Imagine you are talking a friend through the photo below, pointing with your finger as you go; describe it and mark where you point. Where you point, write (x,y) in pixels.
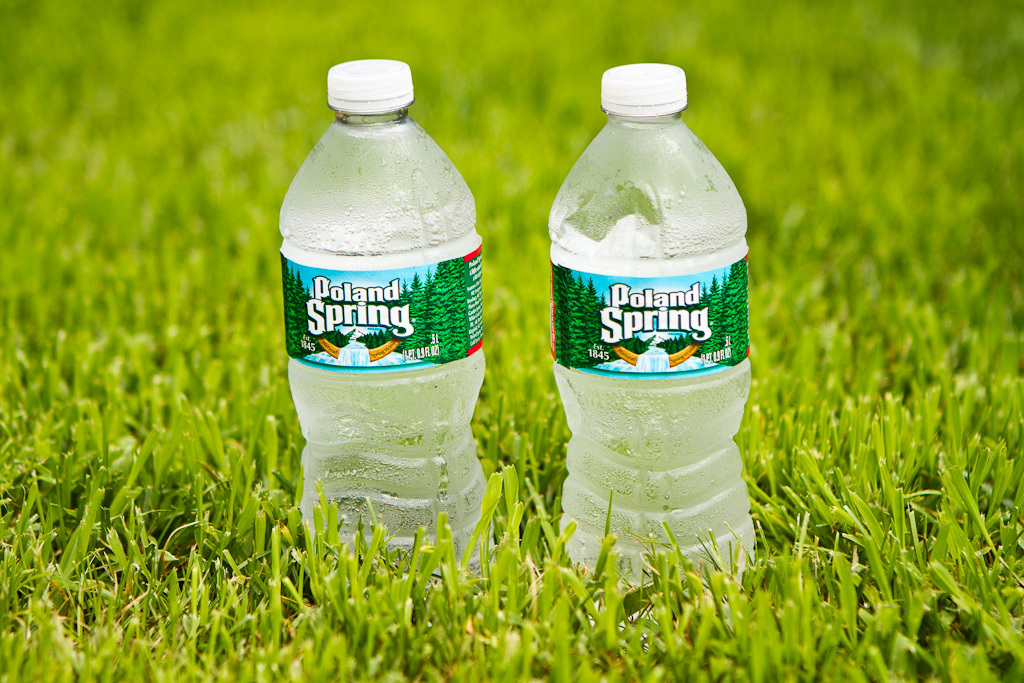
As we can see in the image there is a grass (197,380) and two bottles (368,411).
